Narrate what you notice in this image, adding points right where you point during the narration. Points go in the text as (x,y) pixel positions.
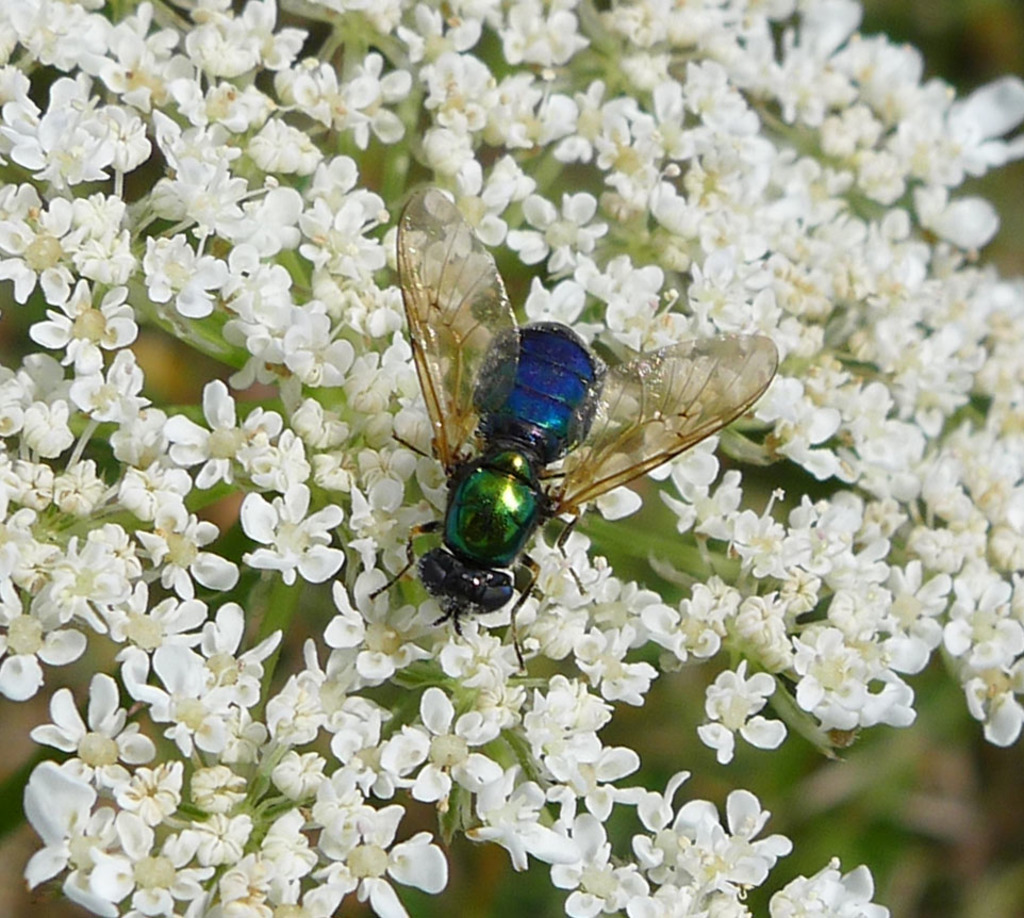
In the picture we can see a group of flowers (820,706) which are white in color and on it we can see a house fly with wings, and to the body (533,461) we can see green and blue in color.
